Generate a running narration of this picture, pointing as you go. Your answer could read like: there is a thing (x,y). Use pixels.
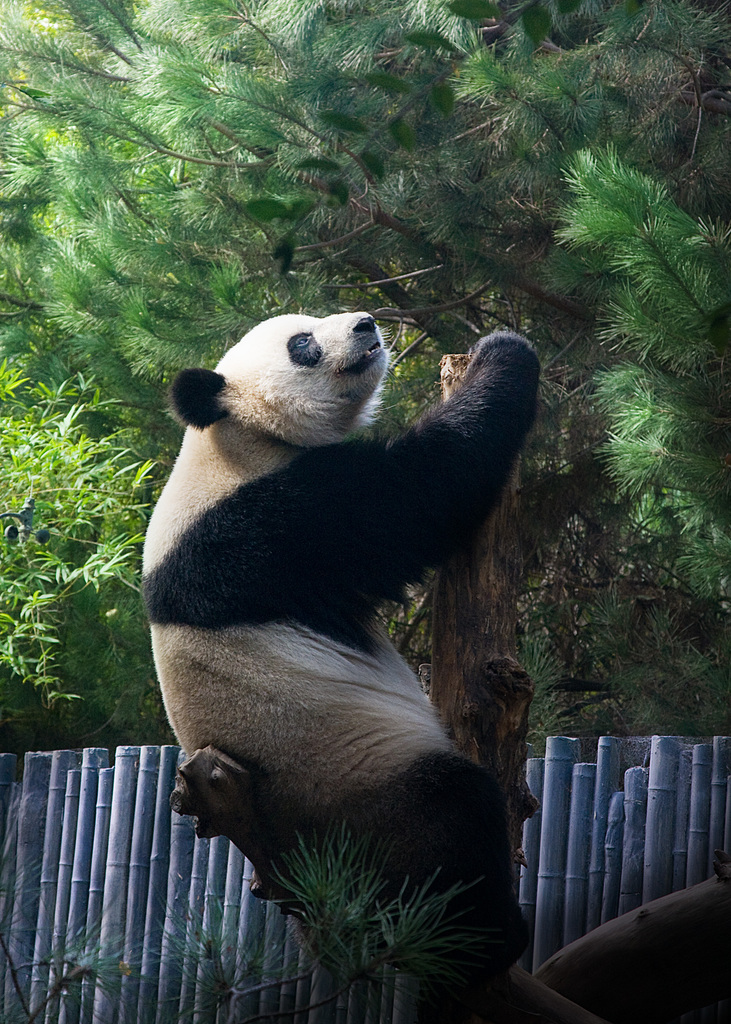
In this image we can see a panda (427,494) sitting on a tree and there is a wooden fence (201,879) and we can see some trees (660,614) in the background (138,322).
